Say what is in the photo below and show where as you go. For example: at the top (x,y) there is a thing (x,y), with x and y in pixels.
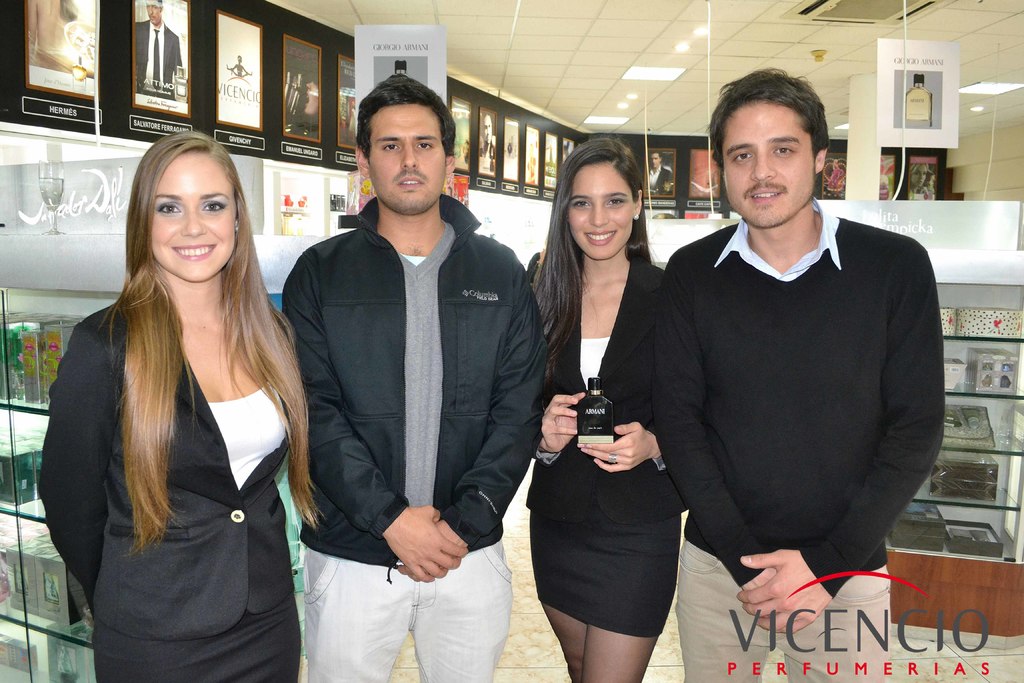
In the center of the image (352,416) we can see four people (629,430) are standing and a lady (643,400) is holding an object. In the background of the image (923,77) we can see the boards (295,123) on the wall (318,35), racks (1018,249). In the racks (1018,249) we can see some objects (957,485). At the bottom of the image (668,648) we can see the floor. In the bottom right corner (889,610) we can see the text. At the top of the image (647,108) we can see the roof (507,29) and lights (1019,85).
